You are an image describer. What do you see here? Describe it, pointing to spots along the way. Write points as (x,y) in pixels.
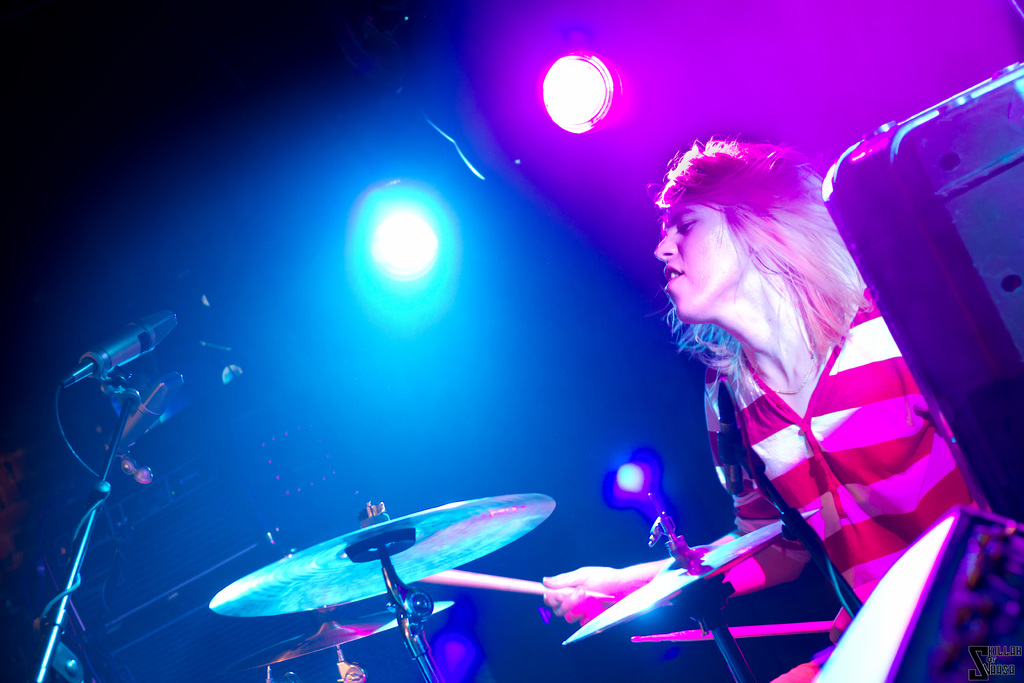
In this picture we can see a person (747,430) holding sticks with hands (605,577) and hitting cymbals (505,505), lights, mic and in the background (191,283) it is dark.
